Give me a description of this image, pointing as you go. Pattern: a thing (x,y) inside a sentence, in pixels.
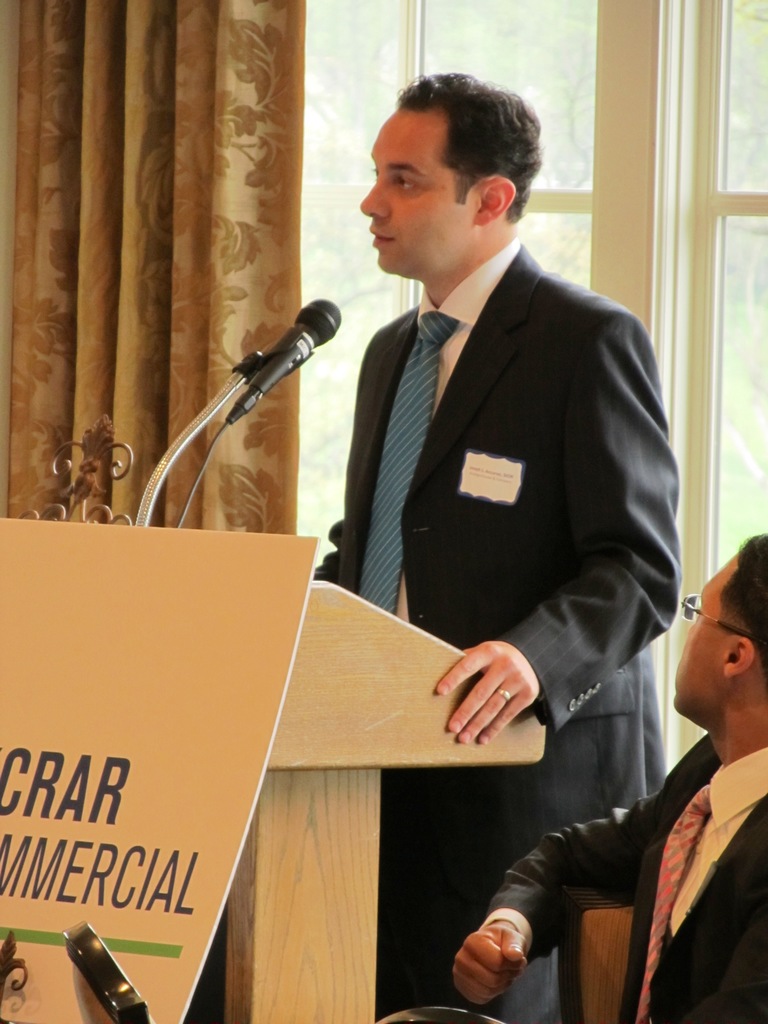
In this image we can see some people (706,771), wooden object (274,760), curtain (51,333), window (751,150), mike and behind the window (326,108) we can see some trees (764,48).
